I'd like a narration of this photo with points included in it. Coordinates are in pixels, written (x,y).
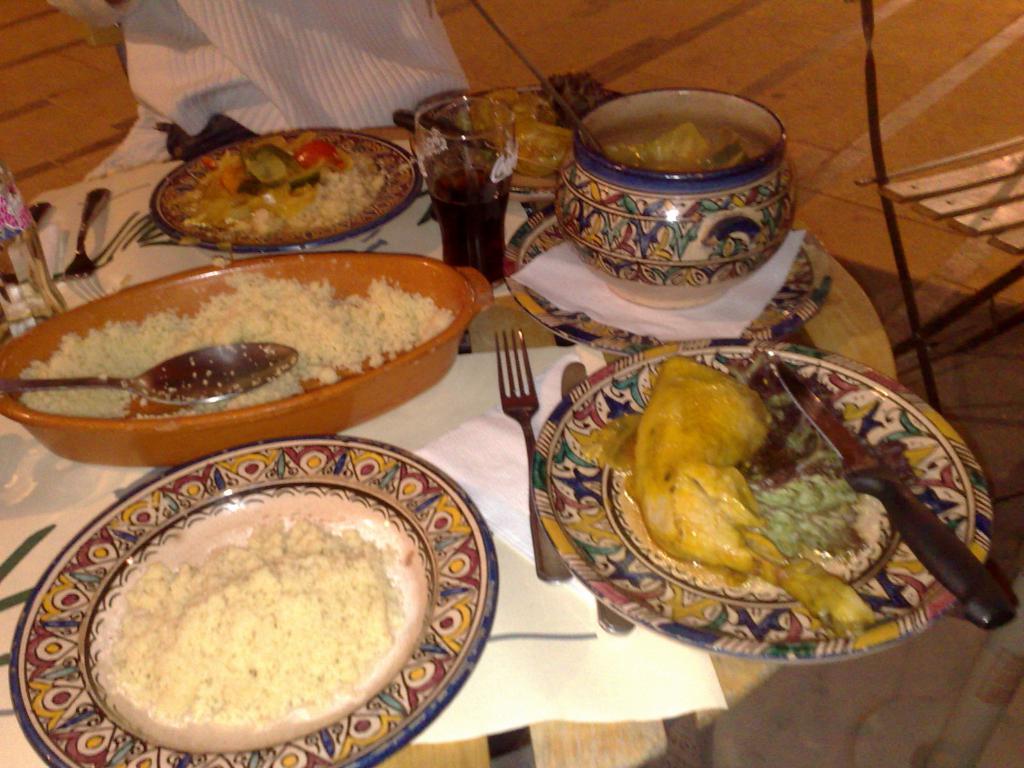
In this picture we can see plates (356,703) with food items (296,334) on it, glass (466,258) with drink (498,261) in it, tissue papers (730,331), forks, knives (829,437), some objects (209,293) and these all are placed on the surface (114,259).
